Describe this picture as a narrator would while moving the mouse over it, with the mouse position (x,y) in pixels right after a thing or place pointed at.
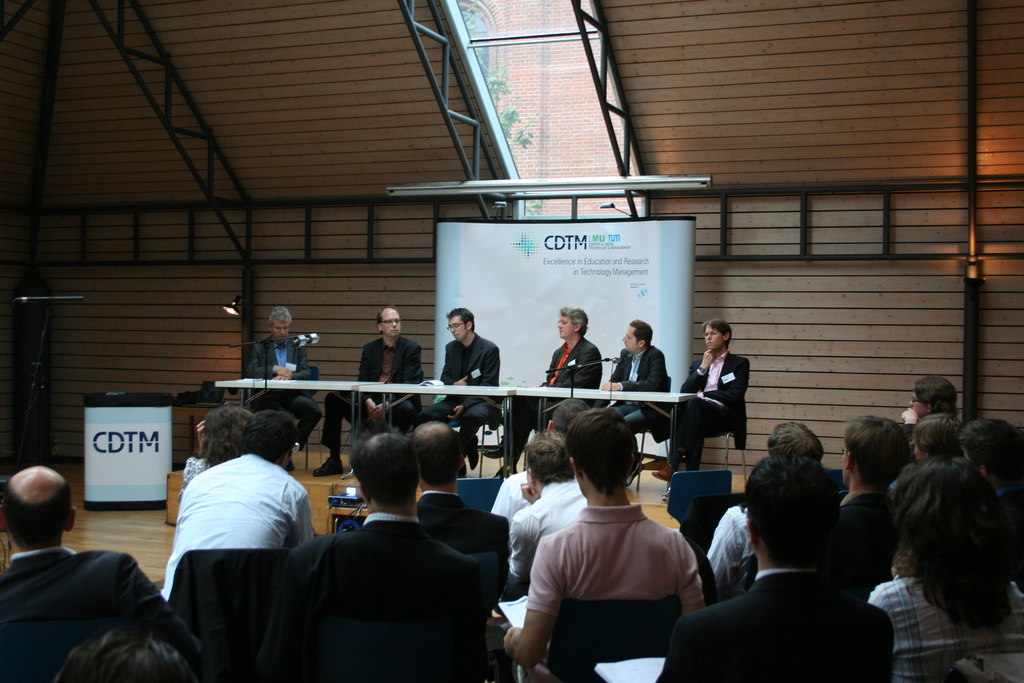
In the foreground of the picture (459,611) I can see a group of people (316,616) sitting on the chairs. I can see six persons (383,343) sitting on the chairs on the wooden stage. I can see the tables (511,405) with microphone arrangement (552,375) on the stage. In the background (465,271), I can see the screen (603,277). I can see the metal scaffolding structures (176,211) at the top (438,98).
